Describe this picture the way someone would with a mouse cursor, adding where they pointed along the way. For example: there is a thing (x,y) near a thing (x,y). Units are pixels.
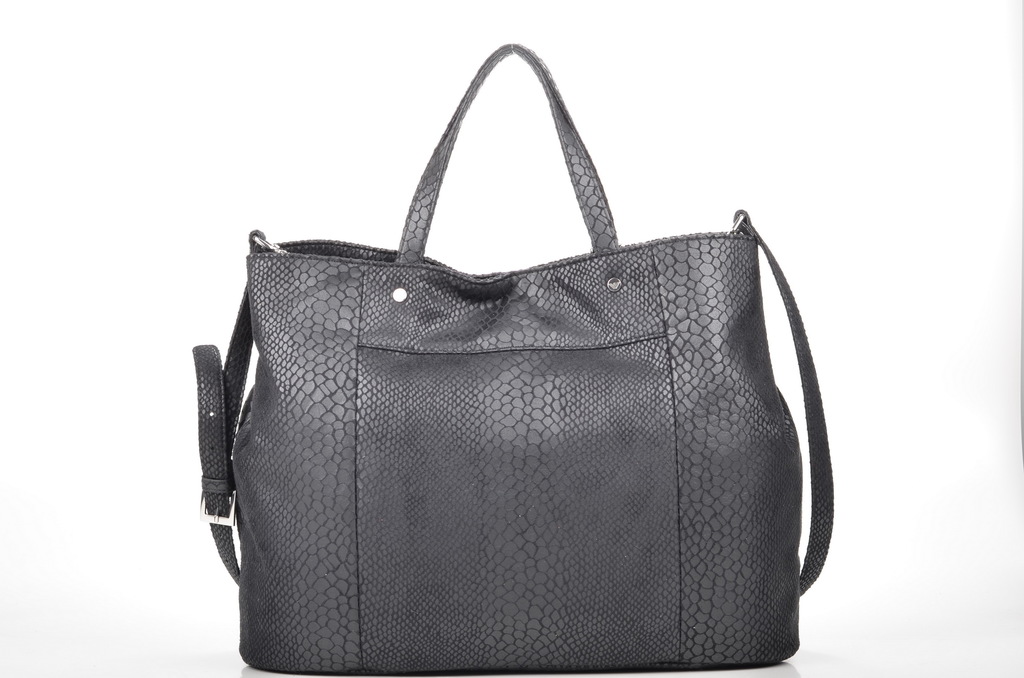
There is a black handbag (598,362).
